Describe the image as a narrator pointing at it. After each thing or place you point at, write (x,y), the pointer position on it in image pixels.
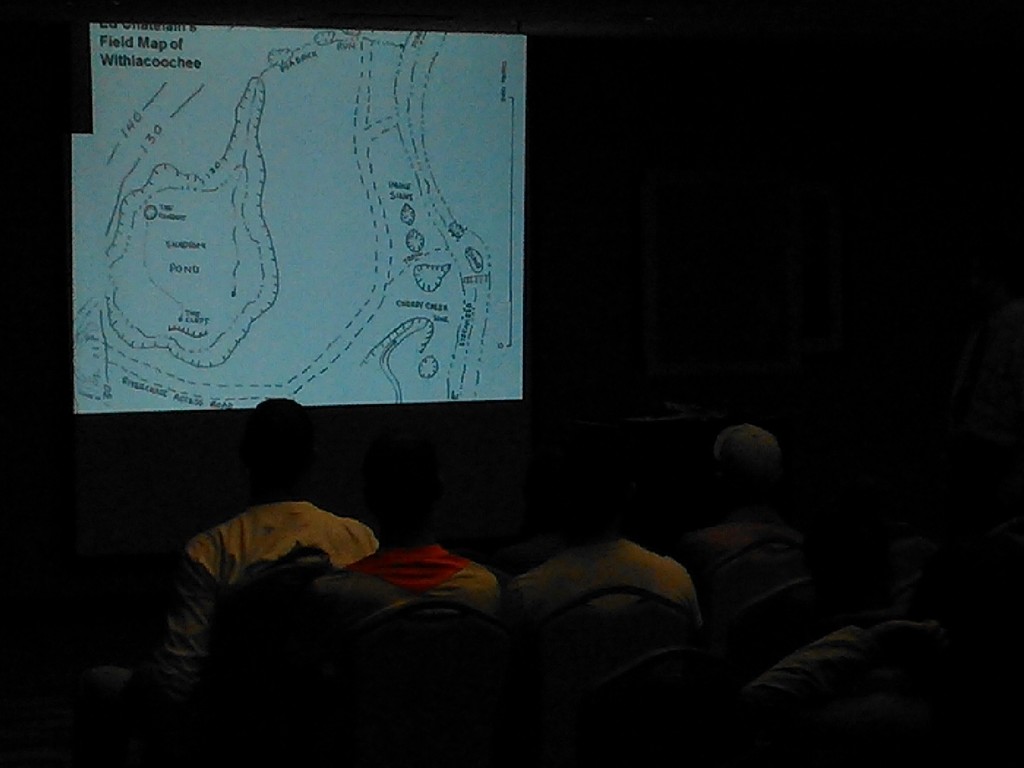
In the center of the image (393,494) we can see a few people (578,577) are sitting on the chairs (730,673). In the background (252,251) there is a screen (257,270). On the screen (300,265), we can see some text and some drawing (216,260).
